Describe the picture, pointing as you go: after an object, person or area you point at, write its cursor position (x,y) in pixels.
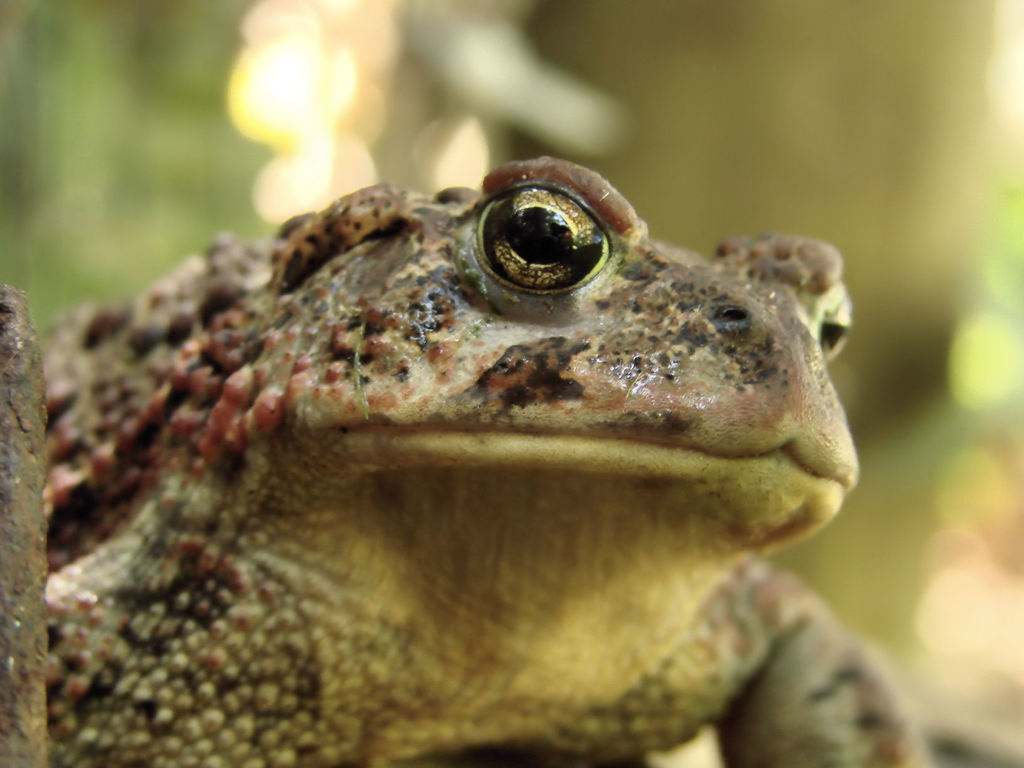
In this picture we can see a frog (98,374). Background (722,77) is blur.
